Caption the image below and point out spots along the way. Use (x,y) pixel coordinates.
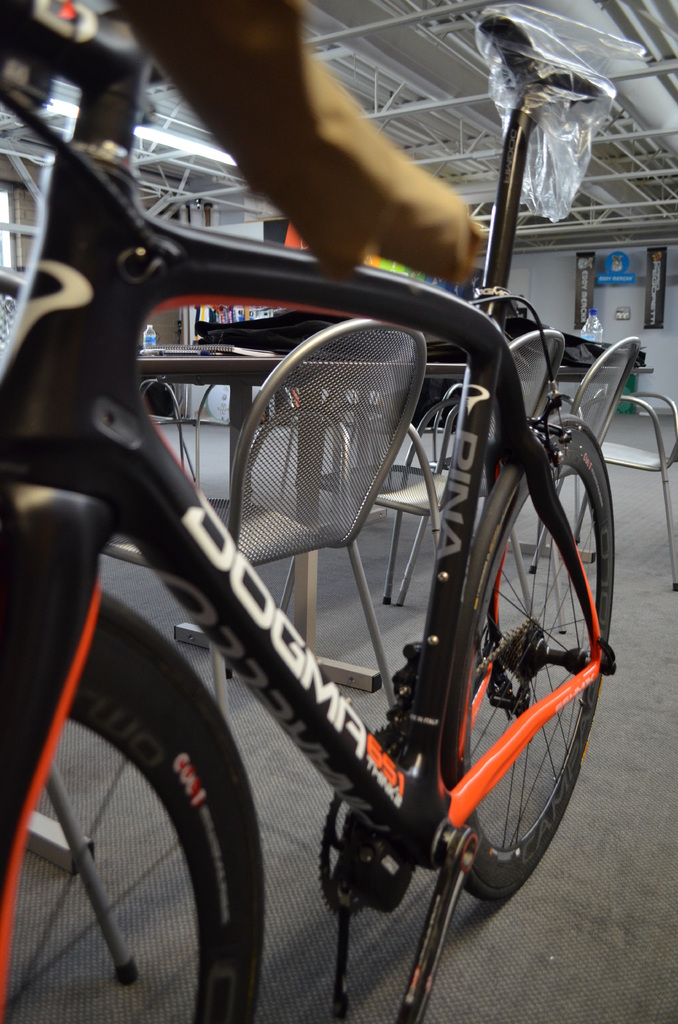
In the picture there is a cycle (491,341) parked in a room (378,587), behind the cycle (465,799) there is a table (194,358) and few chairs (255,466) around the table (242,368). There are some objects (293,323) kept on the table (227,379) and in the background (593,296) there is a wall (613,319) and there are two banners (665,249) kept in front of the wall (618,303).
